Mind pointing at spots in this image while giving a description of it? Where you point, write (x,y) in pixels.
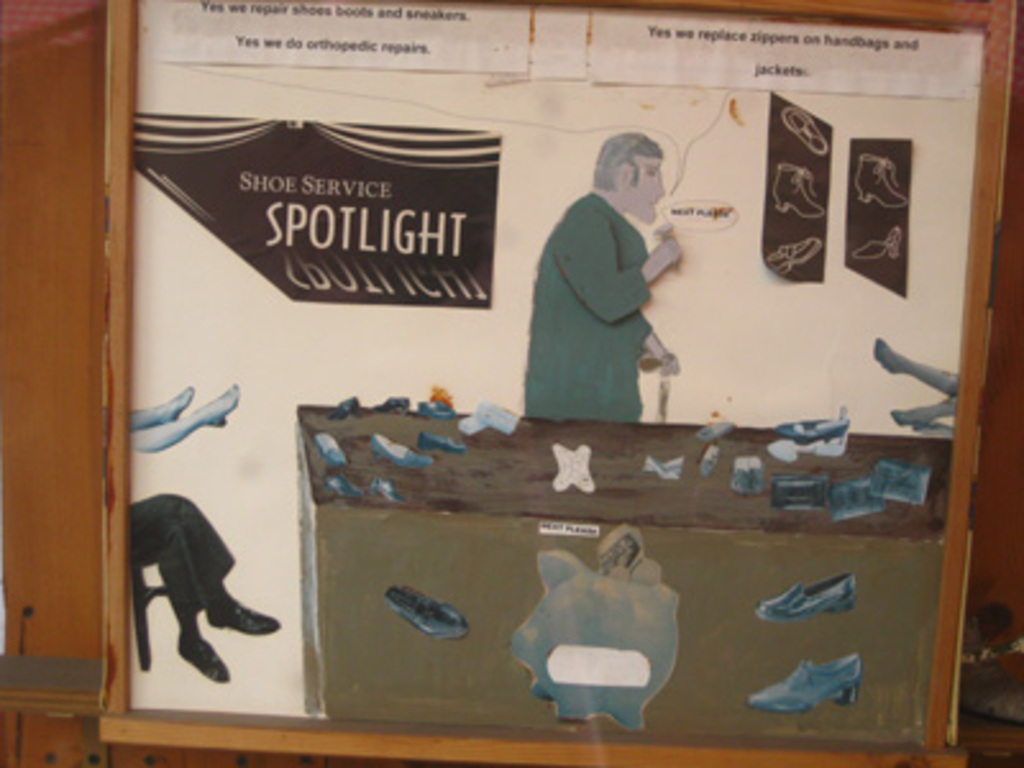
In this image there is a board (635,54), on the board (603,277) there are image of persons (598,335) table (493,454), shoes (404,614), person's legs (213,547), chair (136,607), there is a text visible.
